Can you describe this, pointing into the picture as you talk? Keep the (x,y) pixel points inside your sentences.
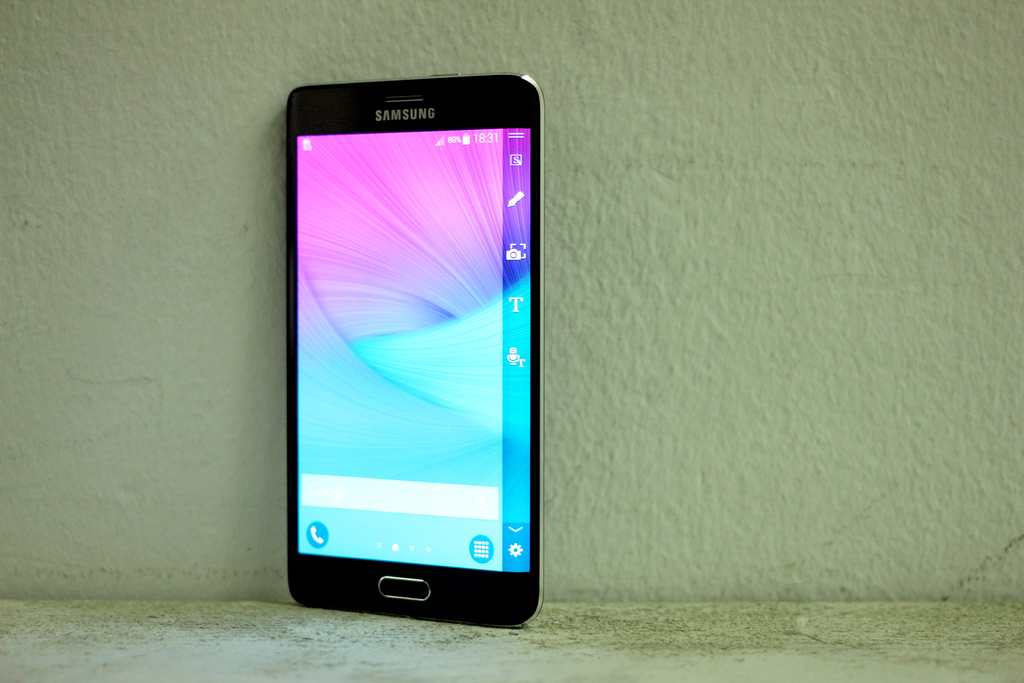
In this picture we can see a mobile phone (386,440) here, in the background (851,309) there is a wall (875,275), we can see a screen (411,372) and a button (392,592) of the mobile phone (399,589).
